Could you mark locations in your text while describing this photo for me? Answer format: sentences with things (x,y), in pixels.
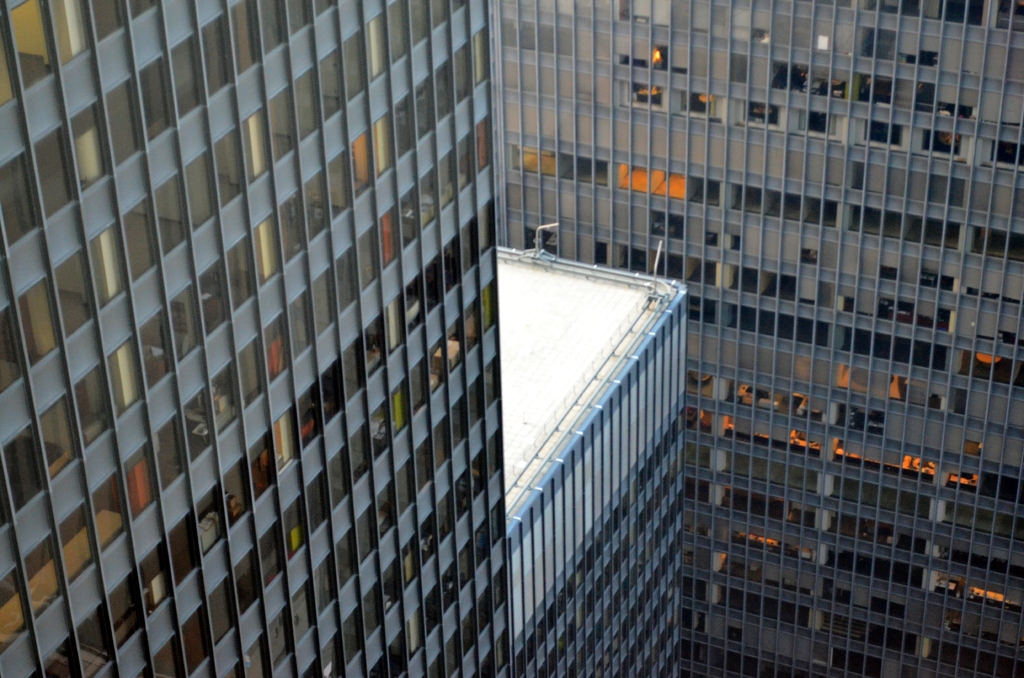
In this image we can see there are buildings (507,311) with windows (582,250).
